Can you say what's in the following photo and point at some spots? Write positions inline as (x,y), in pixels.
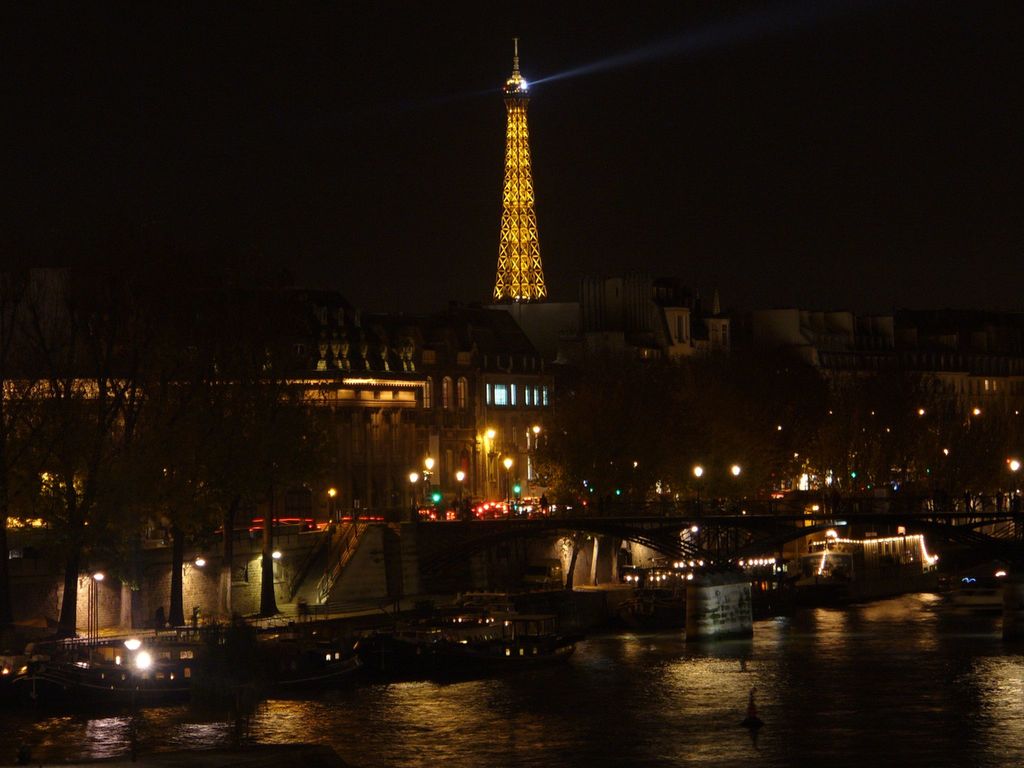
In this image I can see few boats (132,645) on the water (830,653). To the side of the water (831,654) I can see many trees (264,612). In the background (551,503) I can see the buildings (515,480), lights (503,394) and the tower (511,178). I can see the black background (454,195).
